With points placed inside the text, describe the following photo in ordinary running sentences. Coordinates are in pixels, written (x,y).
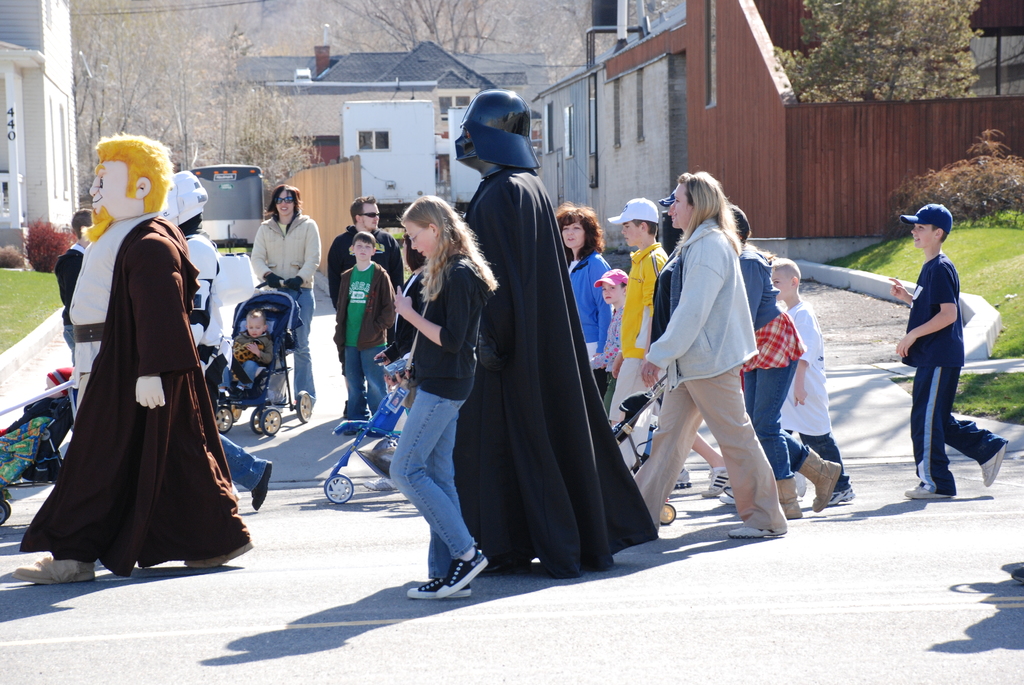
This picture shows couple of human (484,377) wore fancy dress (484,377) and we see few people (454,313) walking along with them and we see few baby trolleys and few of them wore caps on their heads (655,230) and we see buildings (589,44) and trees (862,52) and grass (1004,265) on the ground (976,258).
